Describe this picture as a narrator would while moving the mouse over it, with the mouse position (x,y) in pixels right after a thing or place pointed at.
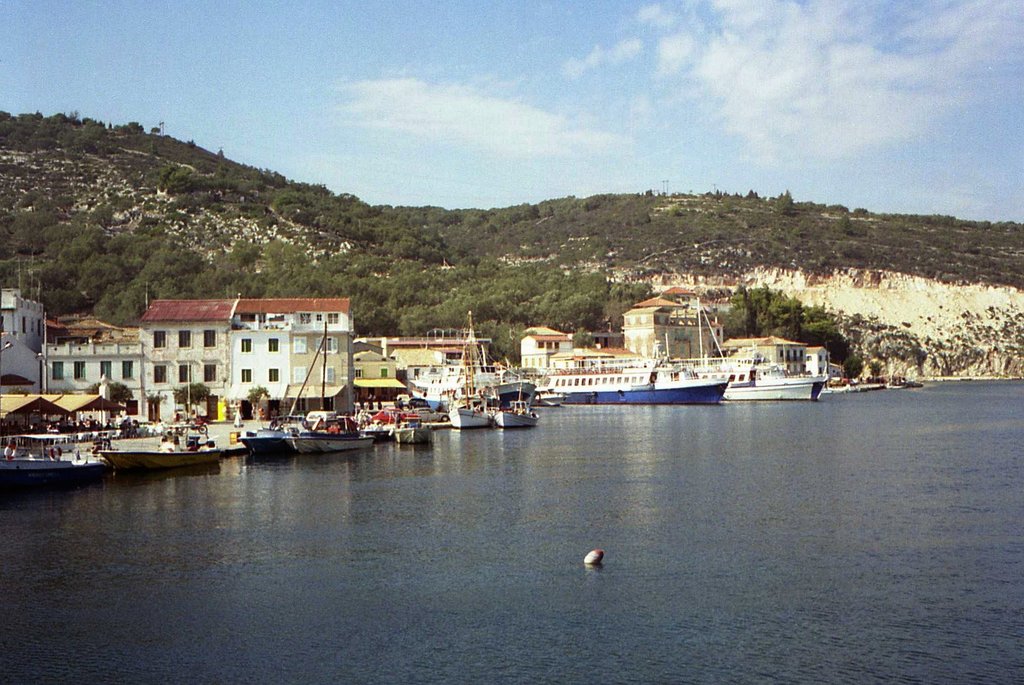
In this picture I can see the water (457,484) in front (749,436) and in the middle of this picture (381,362) I see number of buildings (407,341) and number of boats (314,441) and in the background (60,242) I see number of trees (152,259) and the clear sky (552,99).
